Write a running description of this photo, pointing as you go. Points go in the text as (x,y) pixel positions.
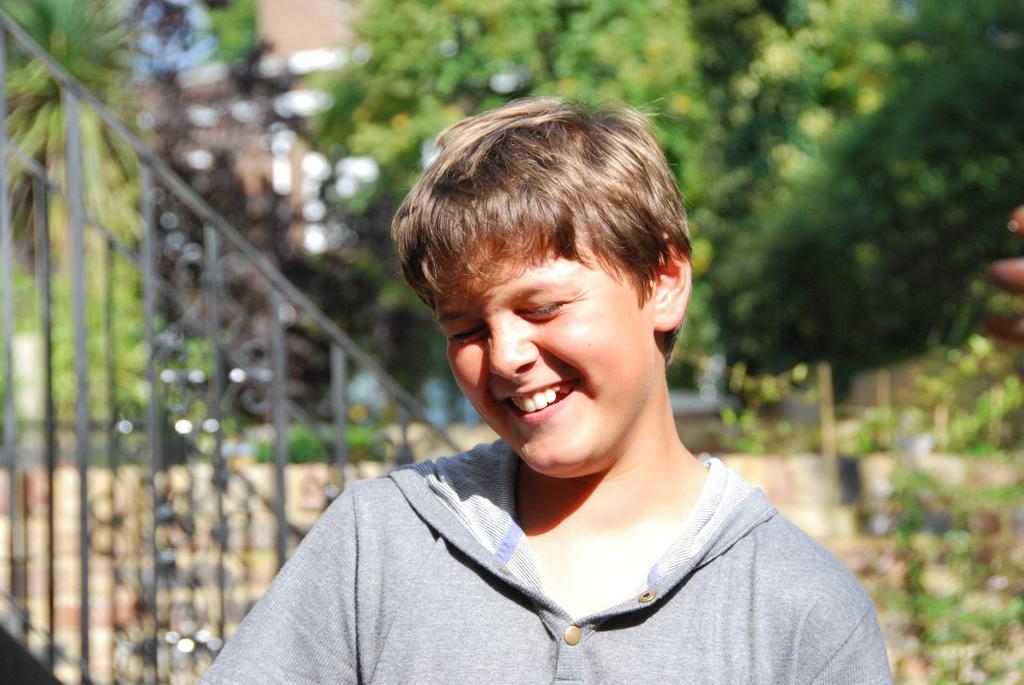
In this picture I can see a boy (531,422) is smiling. In the background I can see trees (386,301).
